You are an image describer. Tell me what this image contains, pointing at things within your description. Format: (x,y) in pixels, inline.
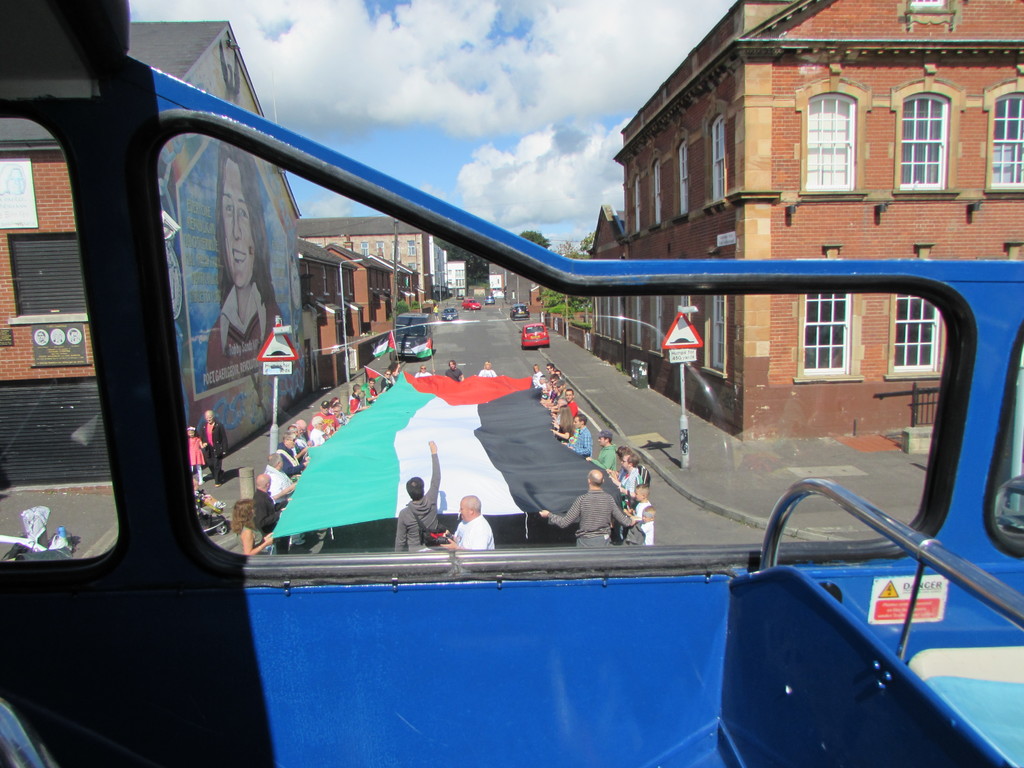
In this picture we can see a vehicle (432,682) with a glass (360,494) and behind the vehicle (624,563) there are groups of people (423,523) standing and holding a flag (417,394). On the left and right side of the people (295,472) there are poles (273,390) with sign boards (276,356) on the path (702,451). Behind the people (422,371) there are some vehicles (415,337) on the road (440,367), buildings (382,244), trees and a cloudy sky (509,118).
